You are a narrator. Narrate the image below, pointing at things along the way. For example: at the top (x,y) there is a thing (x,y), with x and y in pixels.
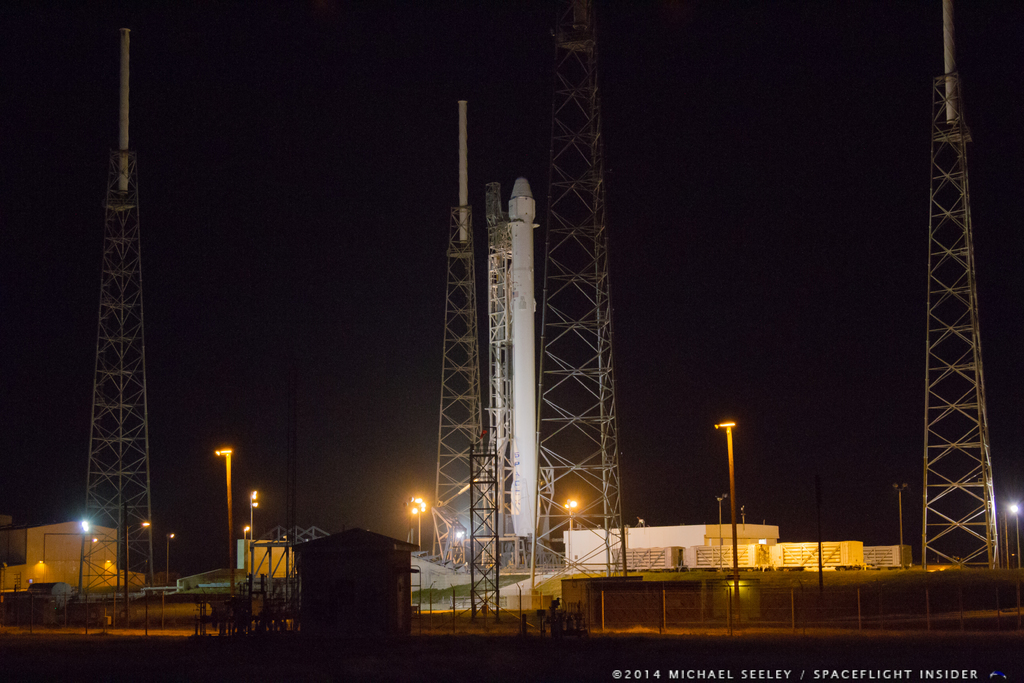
In this picture I can see fence (598,602), there are sheds (584,591), there are poles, lights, there are four towers (959,487) near the rocket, and there is a watermark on the image.
